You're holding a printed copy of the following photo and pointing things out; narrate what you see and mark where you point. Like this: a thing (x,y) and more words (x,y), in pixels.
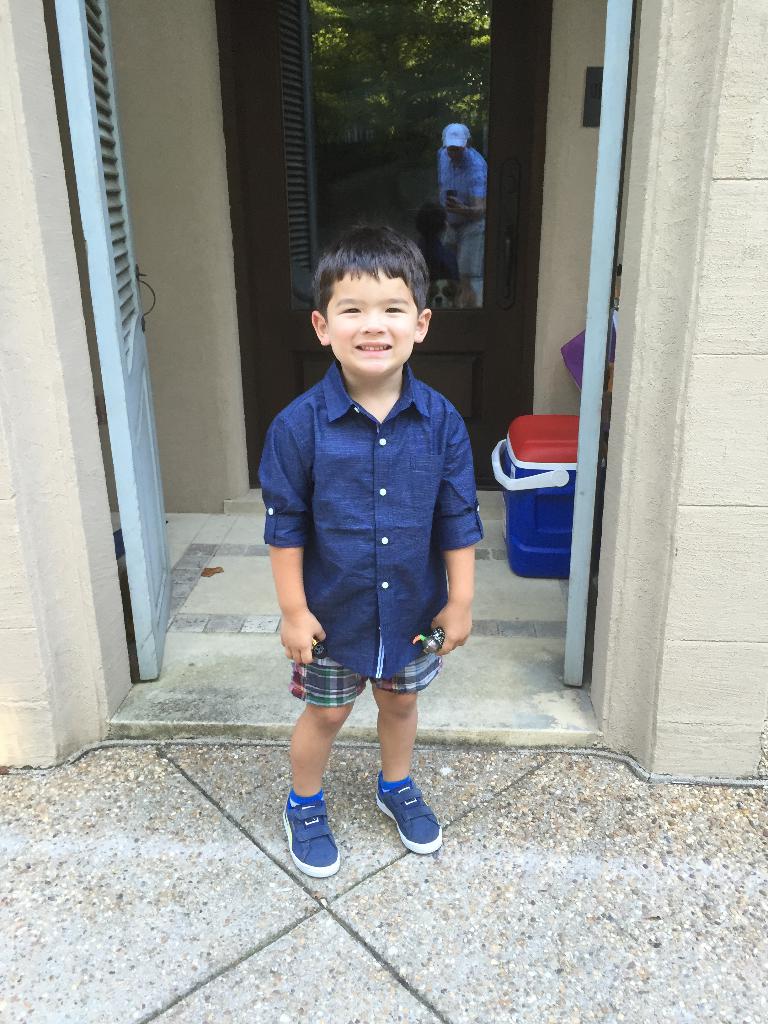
In the image there is a kid (375,385) in blue shirt (372,589) and short (415,692) standing in front of door (444,122) and behind it seems to be a man (446,169) standing and there is a basket (546,493) on the right side (540,529).
